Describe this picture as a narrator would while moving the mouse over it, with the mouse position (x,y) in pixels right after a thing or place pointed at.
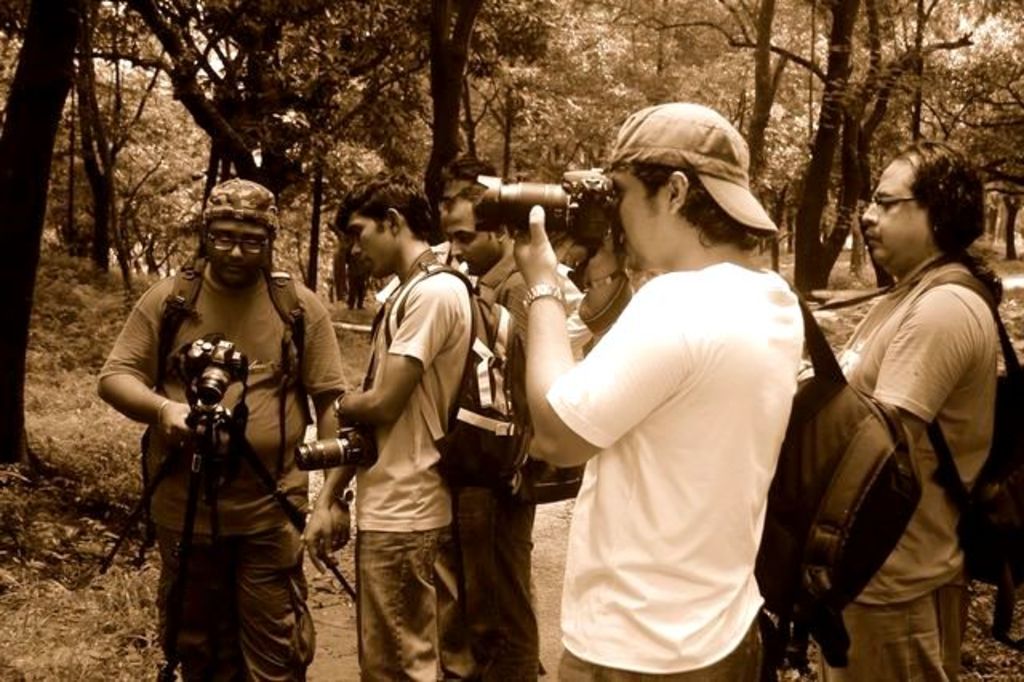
In this image I can see few people (450,307) are standing and I can see most of them are carrying bags (980,476). I can also see few of them are holding cameras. In the background (265,103) number of trees (446,155) and here I can see two of them are wearing caps (620,144). I can also see this image is brown and white in colour.
